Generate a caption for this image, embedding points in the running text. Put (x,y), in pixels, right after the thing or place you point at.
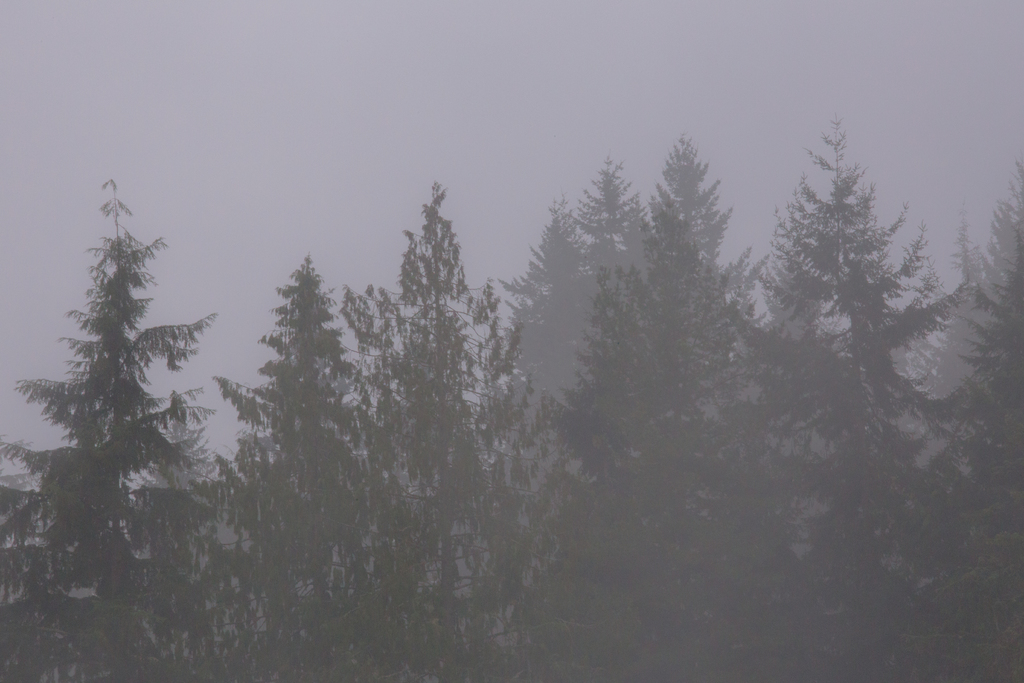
In the picture I can see the trees (441,308). There are clouds (354,168) in the sky (354,168).
